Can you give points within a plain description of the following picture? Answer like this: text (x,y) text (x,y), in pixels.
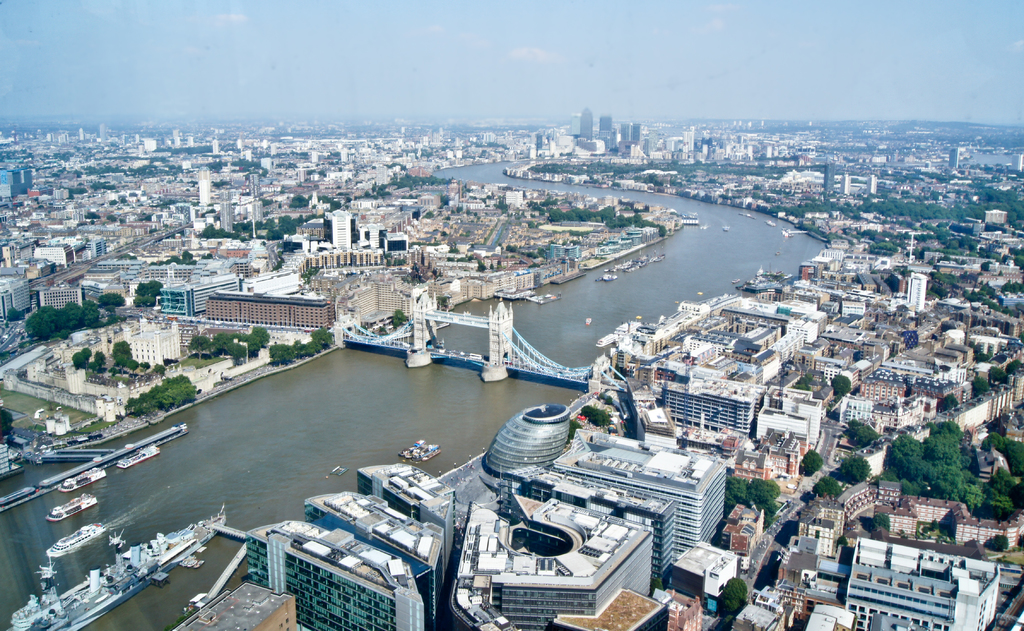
In this image we can see an aerial view of a city (437,243), there are boats (90,499), and ships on the river (278,445), on the river (633,310) there is a bridge (481,364), there are buildings (890,226), trees (956,211), also we can see the sky (667,38).
